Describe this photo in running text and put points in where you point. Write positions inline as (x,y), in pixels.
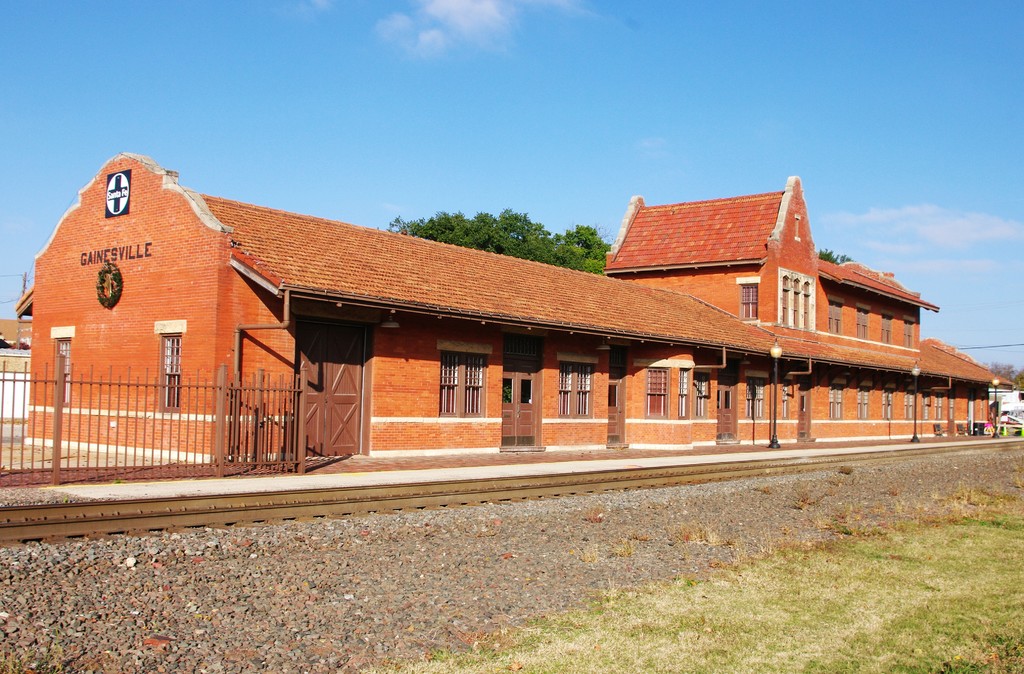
This image is clicked outside. There is building (470,354) in the middle (470,354). It has doors (729,430) and windows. There is a tree (502,233) in the middle (547,259). There is sky (432,90) at the top (415,20).
